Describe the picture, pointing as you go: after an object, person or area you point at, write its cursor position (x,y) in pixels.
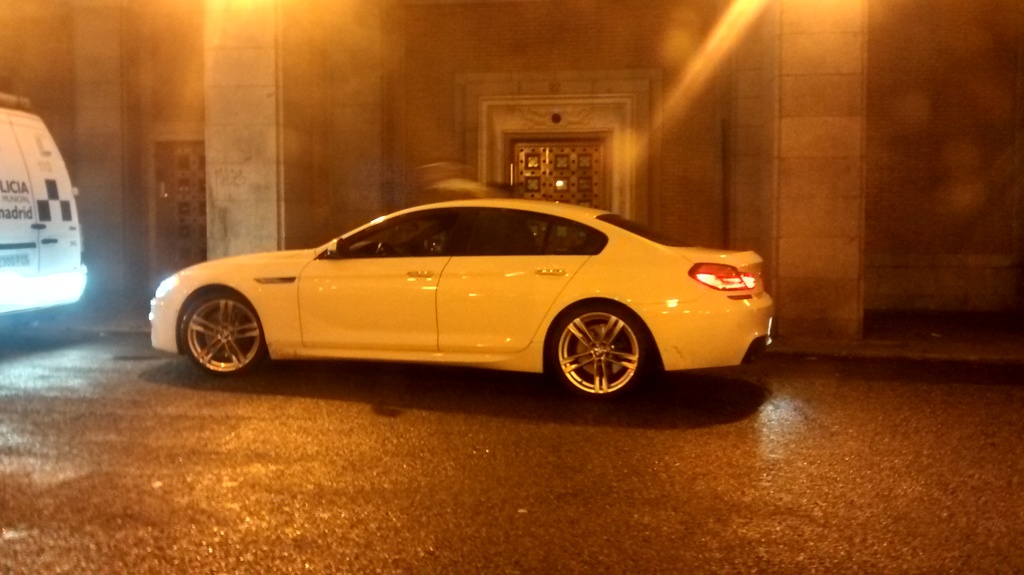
In the image there is a car (275,270) and in front of the car (262,272) there is another vehicle (56,248), behind the car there are some pillars (219,43) and behind the pillars (218,105) there are two doors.
